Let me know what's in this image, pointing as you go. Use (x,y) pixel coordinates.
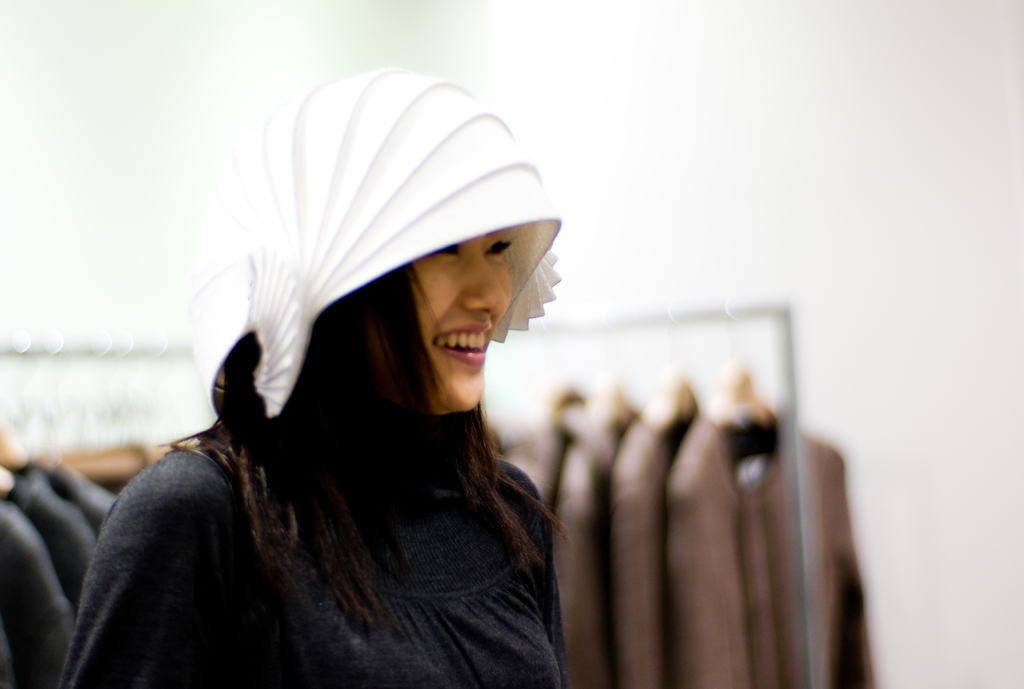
There is one woman (289,487) standing and wearing a white color hat (372,222) at the bottom of this image (316,636). We can see clothes (610,473) are hanging from the hangers (604,386). There is a wall (587,340) in the background (796,136).
